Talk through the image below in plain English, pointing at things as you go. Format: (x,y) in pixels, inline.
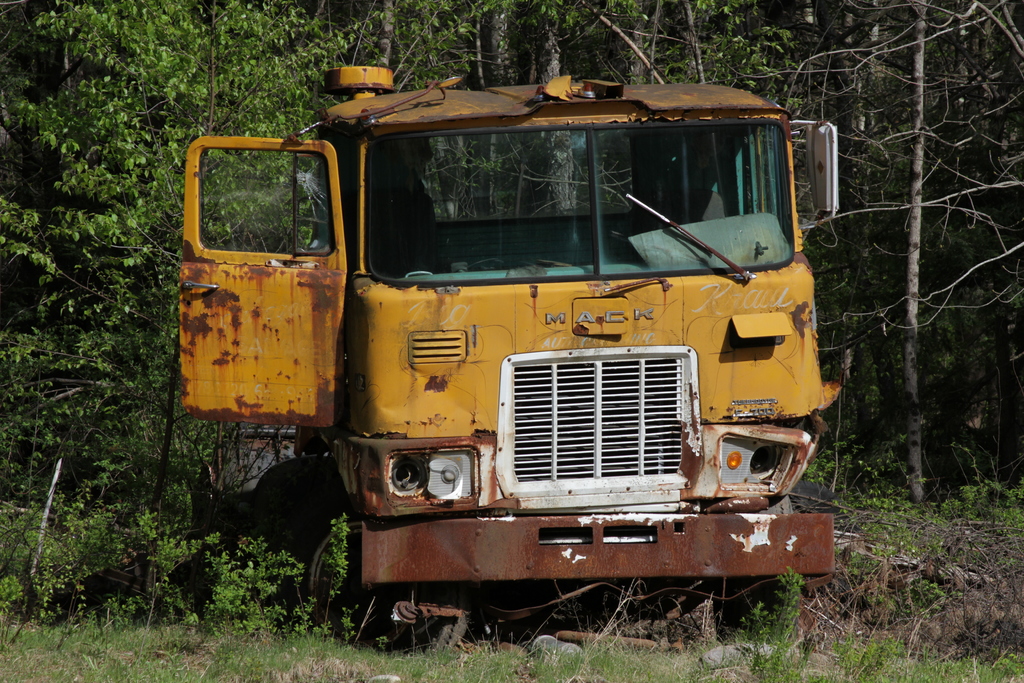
In this image in the middle (627,346) there is a broken vehicle (570,346). In the background (857,111) there are trees (839,76).
